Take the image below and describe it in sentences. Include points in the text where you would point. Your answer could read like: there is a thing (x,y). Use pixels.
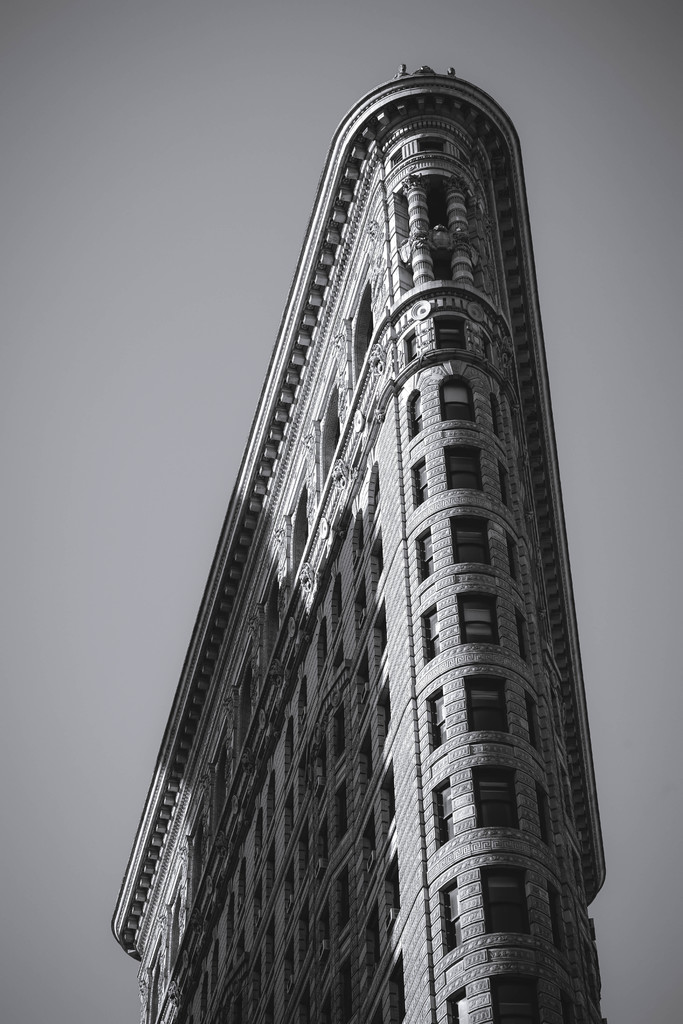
It is a black and white image. This is the big building (470,515), at the top (114,172) there is the sky (116,347).
